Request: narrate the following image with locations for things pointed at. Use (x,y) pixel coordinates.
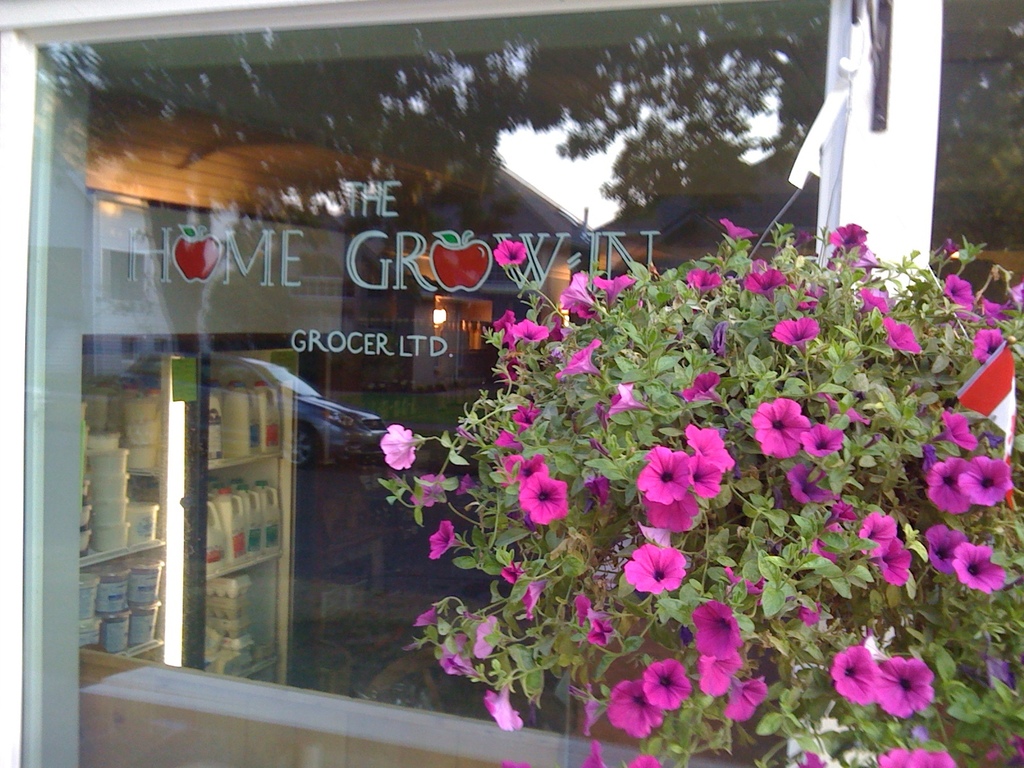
On the right side of the image (732,447) we can see a plant (811,355) and there are flowers (684,462). In the background (494,227) there is a store (372,30) and we can see a refrigerator (218,637) through the glass (220,638).
